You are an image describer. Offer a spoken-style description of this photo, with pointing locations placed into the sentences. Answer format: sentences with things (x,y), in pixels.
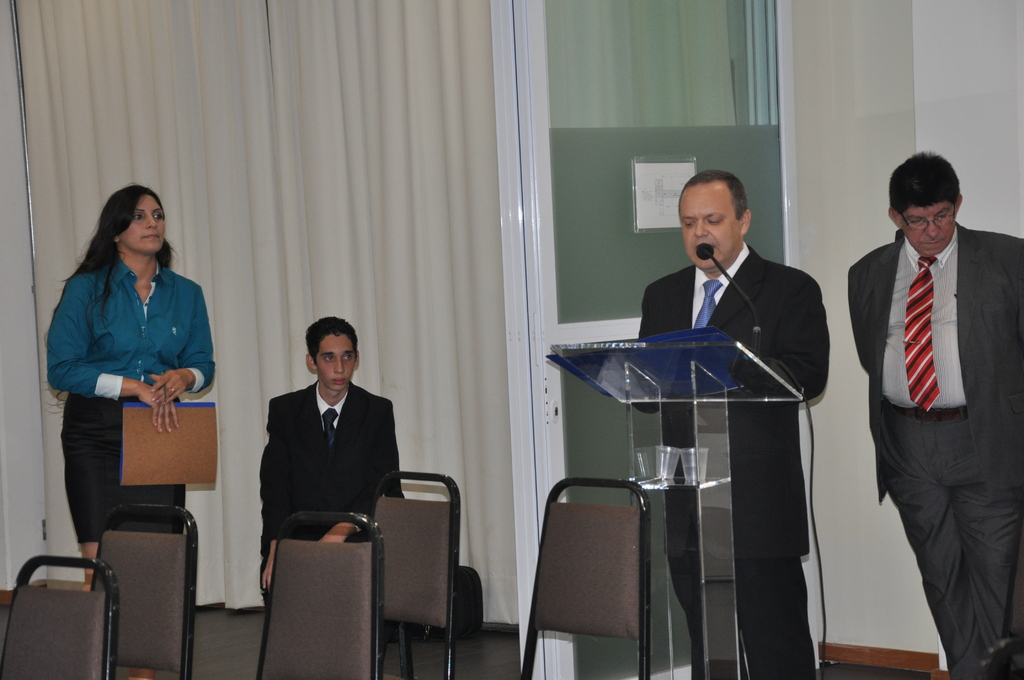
In this picture there is a man (709,300) wearing black color suit (749,476), standing at the speech desk (723,398) and giving a speech. Beside there is a another man (949,418) standing and listening to him. On the left side (51,342) there is a woman (167,396) standing and looking to him. In the background (263,312) we can see curtain (447,170) and glass door (620,654).
